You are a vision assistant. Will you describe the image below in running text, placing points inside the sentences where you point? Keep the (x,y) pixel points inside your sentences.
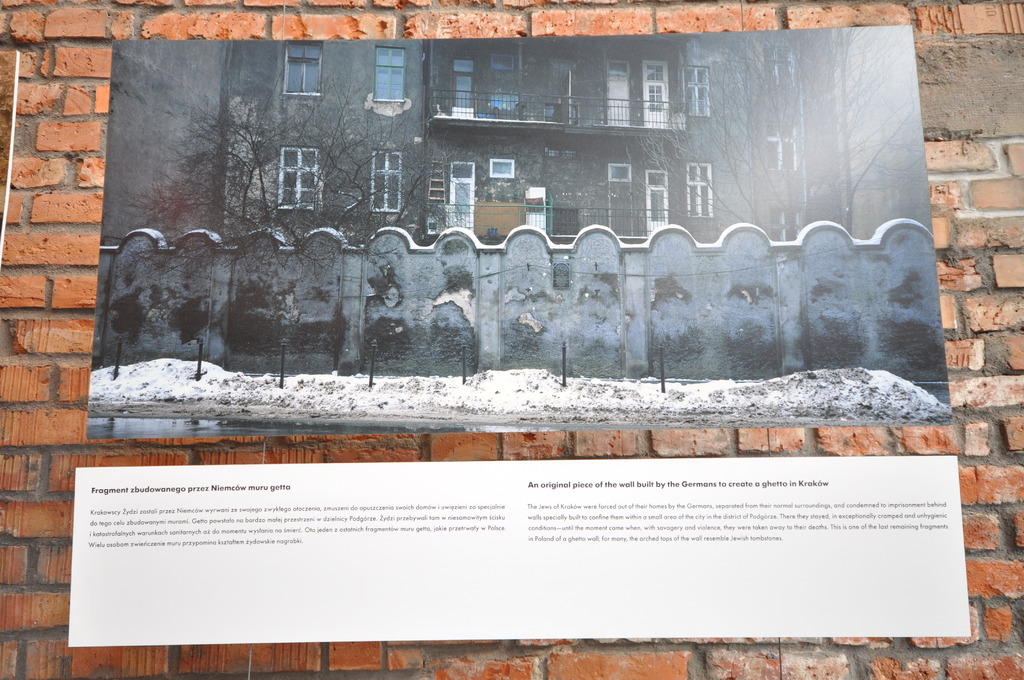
In this image there is a wall (528,6) of red bricks (894,6). There are boards (94,417) of pictures (345,372) and text (252,543) on the wall (53,450). There are buildings (421,176), trees (206,204), walls (307,290) and snow (550,388) on the ground (421,392) in the picture.
